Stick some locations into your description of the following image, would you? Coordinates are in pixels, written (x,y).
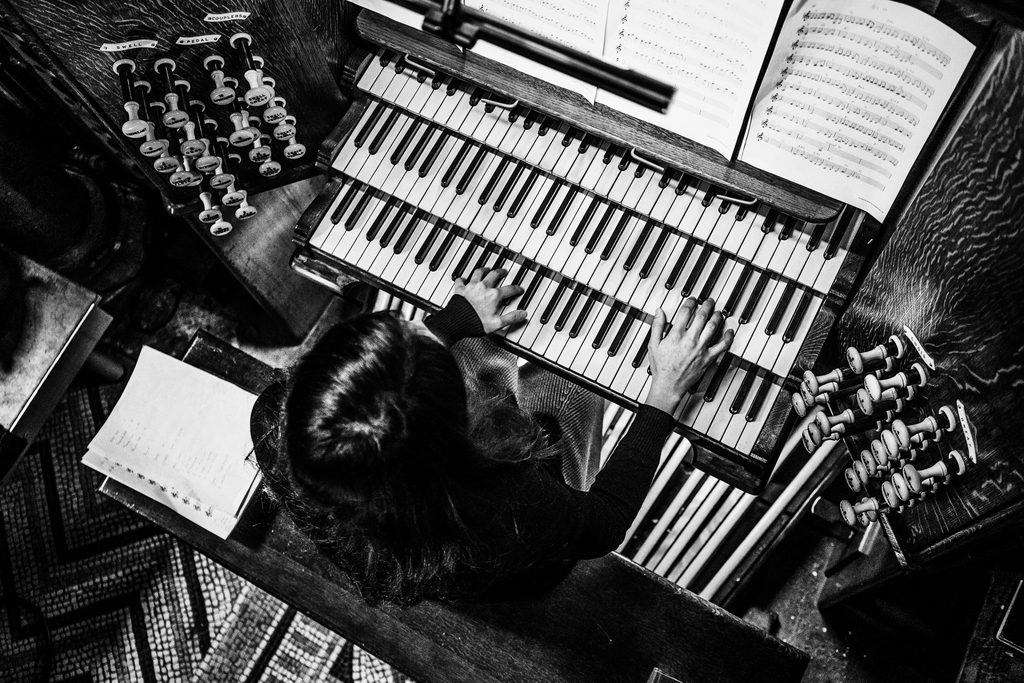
In this picture a lady (472,556) is playing an organ (658,266) with blocks of tubes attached to it.
